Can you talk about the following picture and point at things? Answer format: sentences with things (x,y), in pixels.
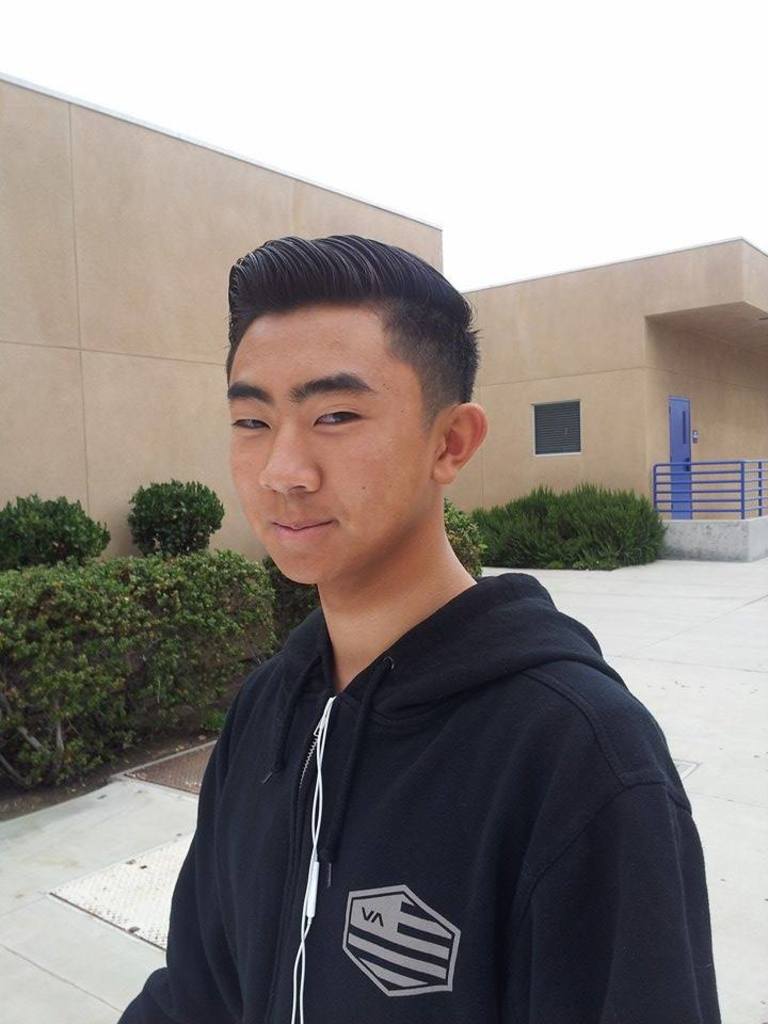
In this image I can see a person (477,768) wearing a black color jacket (660,807), in the middle (503,414) I can see houses (729,339) and in front of houses (656,454) I can see bushes (516,548) and at the top (425,134) I can see the sky (460,129).
